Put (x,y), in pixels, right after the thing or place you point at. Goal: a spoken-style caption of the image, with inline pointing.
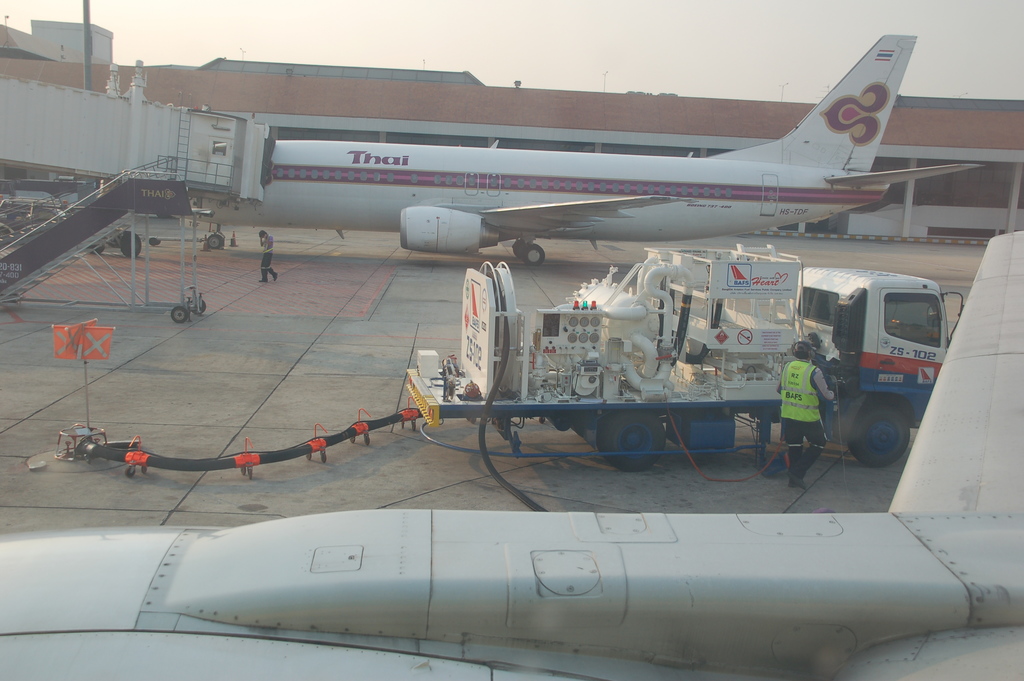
In this image we can see an aeroplane (646,157), motor vehicle (639,366) with pipelines (359,430), persons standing on the floor (552,448), building (376,121) and sky (172,54).
